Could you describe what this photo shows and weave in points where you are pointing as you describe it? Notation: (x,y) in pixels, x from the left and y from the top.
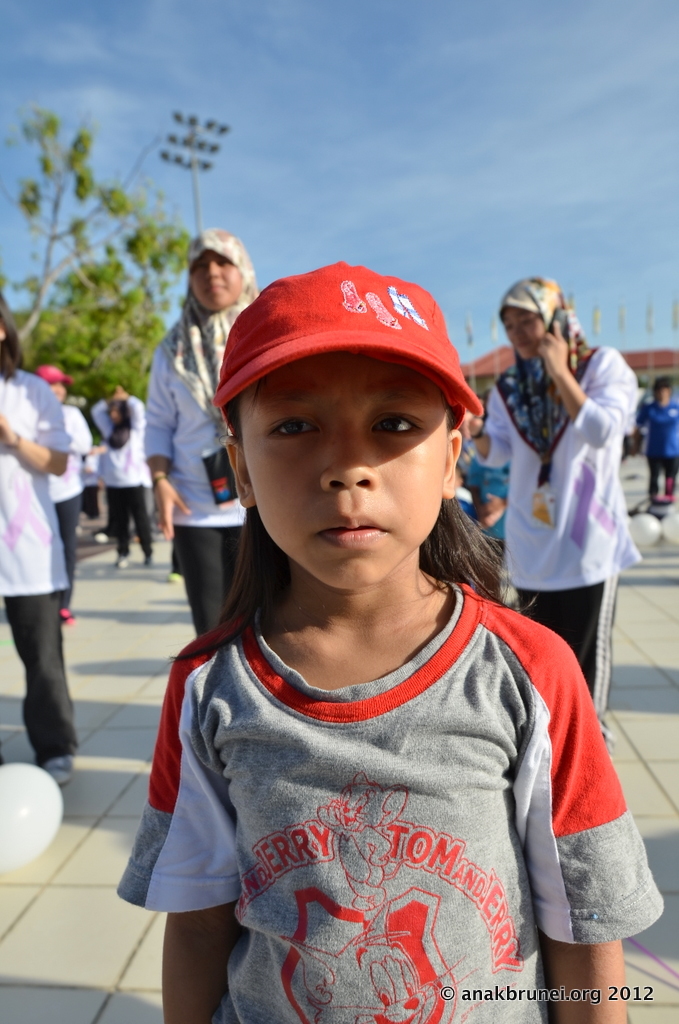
In this image there is a girl (345,644) standing, she is wearing a cap (370,339), there are group of persons (559,494) standing, there is a woman (535,354) holding a mobile phone (551,324), there are balloons (51,816) on the ground (81,802), there is a tree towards the left of the image (182,241), there is a pole (195,167), there are lights (205,166), there is a building (638,364) towards the right of the image (645,355), there is a flag (622,319) towards the right of the image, there is text (474,992) towards the bottom of the image (503,999), there is the sky (404,98) towards the top of the image (371,131).
